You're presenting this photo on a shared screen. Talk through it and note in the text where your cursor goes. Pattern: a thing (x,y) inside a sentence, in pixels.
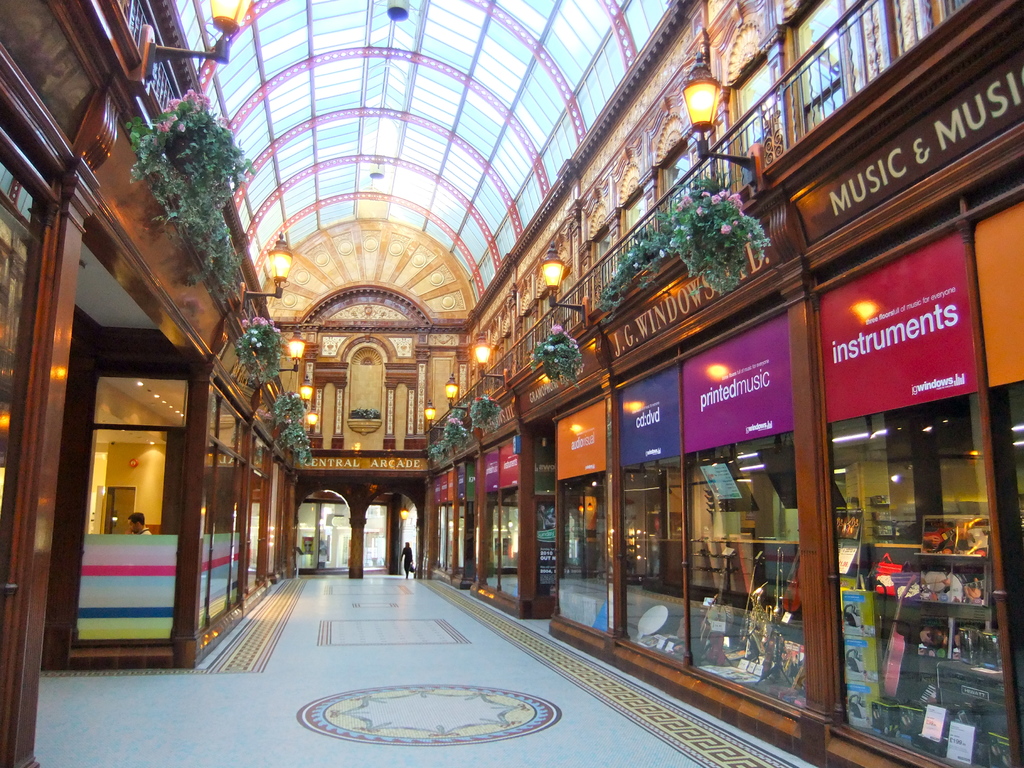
This picture is clicked inside the hall (296,584). On the right (872,550) we can see the text (942,325) on the banners (933,306) and the text (877,162) on the building (675,314) and we can see the green leaves (695,241) and flowers (579,351) and wall mounted lamps (710,89), deck rail (914,4) and there are some objects (936,638) in the cabinets (927,551) and we can see the lights (840,441) and many other objects (749,607) and we can see a person (412,561) walking on the floor (412,584) and we can see the lamps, flowers (168,104), leaves (207,162), roof (305,199), ceiling lights (164,400), wall (142,481), door (129,504) and a person (135,518) and many other objects (395,570).
